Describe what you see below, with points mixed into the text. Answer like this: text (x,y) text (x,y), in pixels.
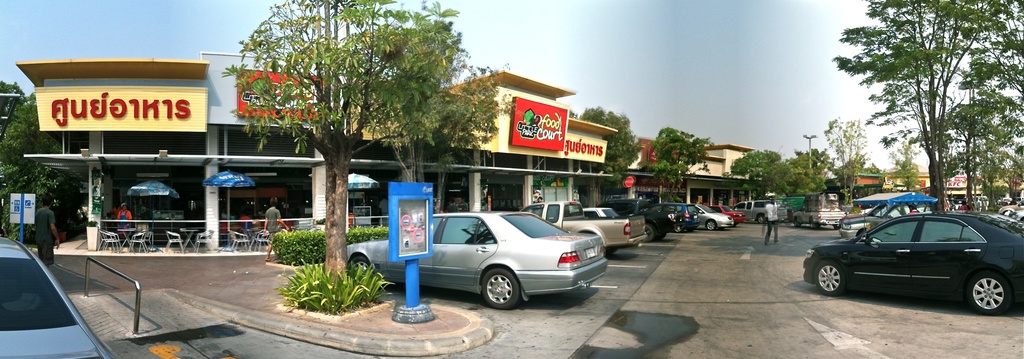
This picture is clicked outside. In the center (615,230) we can see the group of vehicles (583,261) and a blue color object (400,254) and we can see the green grass (358,289), trees (332,241), plants (318,242), tables (196,248), chairs (248,238), umbrellas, group of persons (275,229) and the text (149,108) on the boards (521,126) attached to the buildings (190,168) and we can see the lamp post (812,155). In the background (764,56) we can see the sky (717,86) and many other objects (479,199).
